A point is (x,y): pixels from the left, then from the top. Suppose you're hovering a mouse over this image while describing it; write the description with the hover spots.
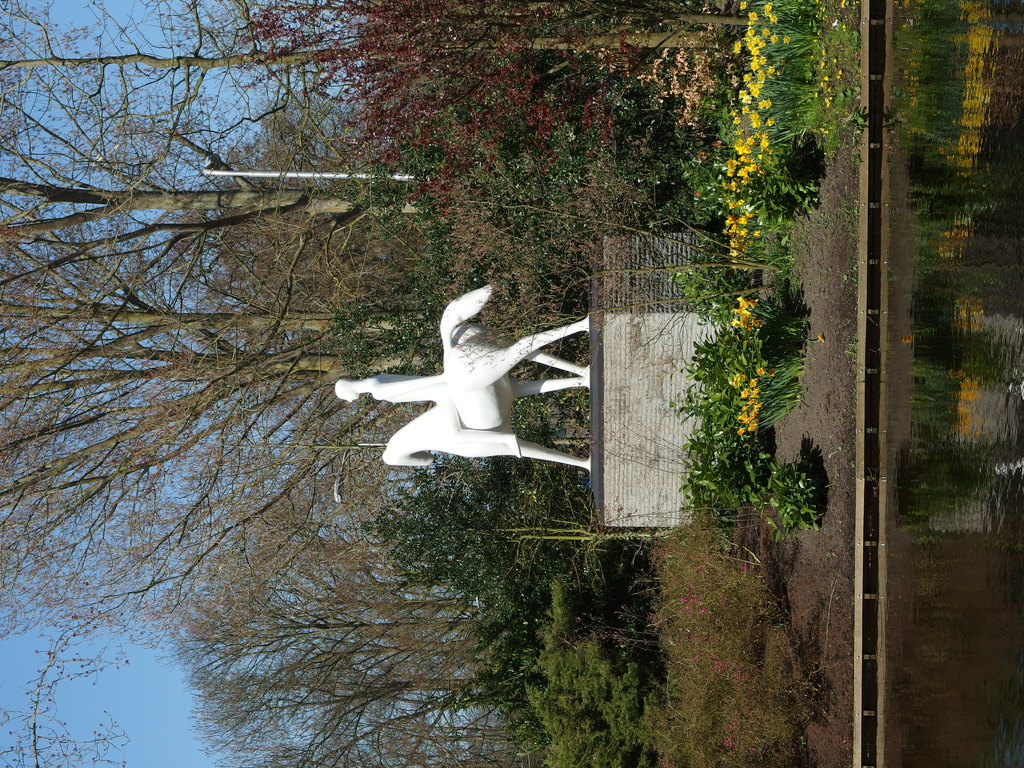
Around this sculpture (446,372) there are plants (537,496) and trees (476,469). Right side of the image (946,261) there is water (937,237).
